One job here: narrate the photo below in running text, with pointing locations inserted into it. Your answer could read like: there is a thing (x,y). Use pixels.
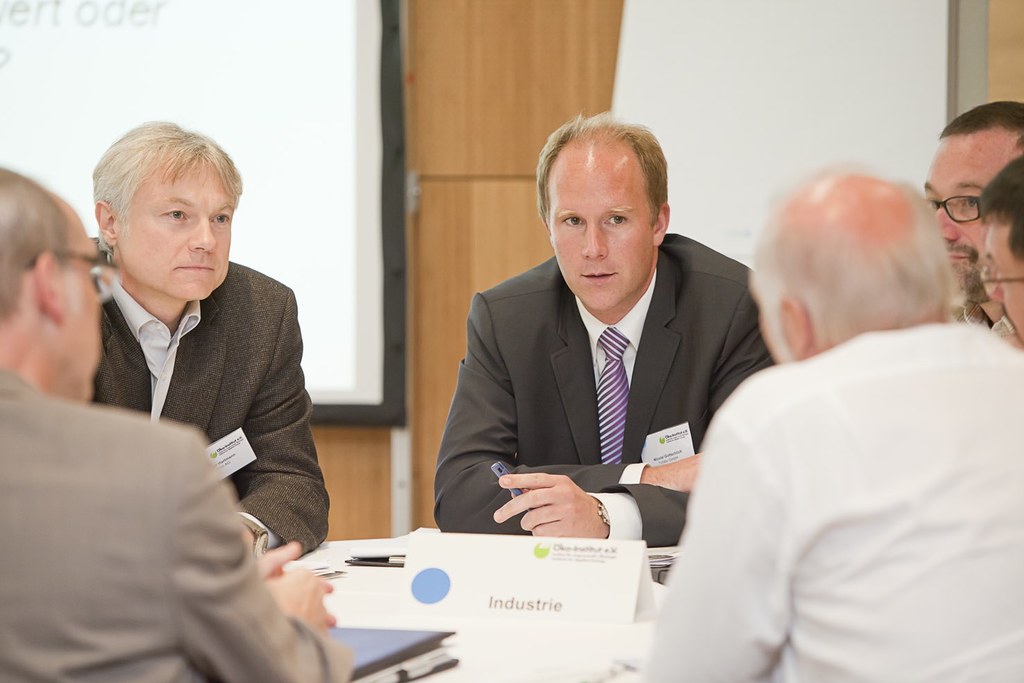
In this picture, we see six men (623,392) are sitting on the chairs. In front of them, we see a white table (376,605) on which name board (523,591), book (423,642), papers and a pen (434,668) are placed. Behind them, we see a white wall (682,110) and a brown cupboard (519,158). On the left side (248,127), we see the projector screen (241,170) which is displaying the text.
